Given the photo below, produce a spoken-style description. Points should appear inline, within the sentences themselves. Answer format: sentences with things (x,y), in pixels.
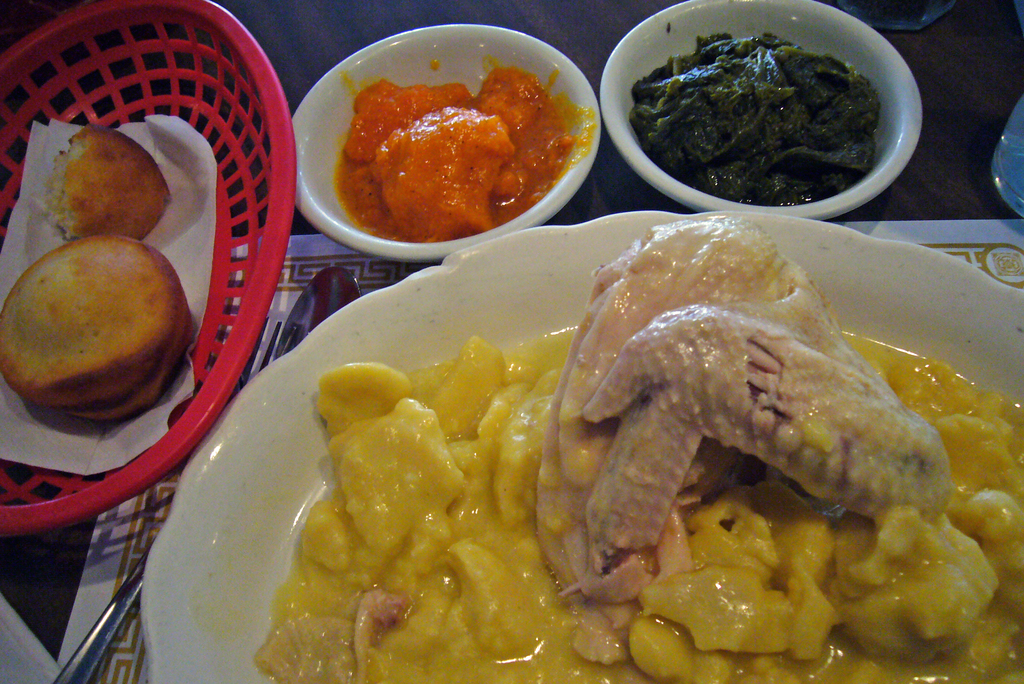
In this image I can see a plate (208,579), two bowls (617,111), a red colour basket (199,67) and in all these things (986,353) I can see different types of food (797,358). On the left side of the image (307,329) I can see a fork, a spoon (319,323) and a white colour napkin (198,139) in the basket (26,133).
